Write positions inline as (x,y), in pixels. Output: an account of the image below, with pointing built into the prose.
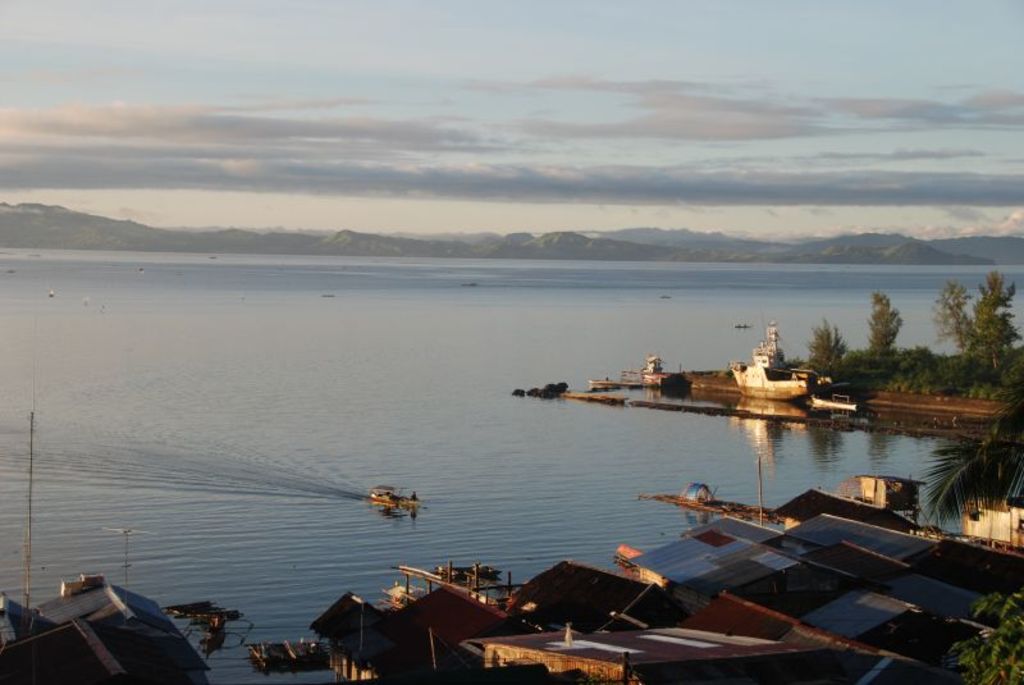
In the foreground of this image (832,627), on the bottom (725,633) there are objects (744,638) seems to be like houses (634,630). In the background (723,356), there are trees (989,338), water (471,442), a boat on the water (536,415), mountains (531,260), sky (478,85) and the cloud (405,186).
